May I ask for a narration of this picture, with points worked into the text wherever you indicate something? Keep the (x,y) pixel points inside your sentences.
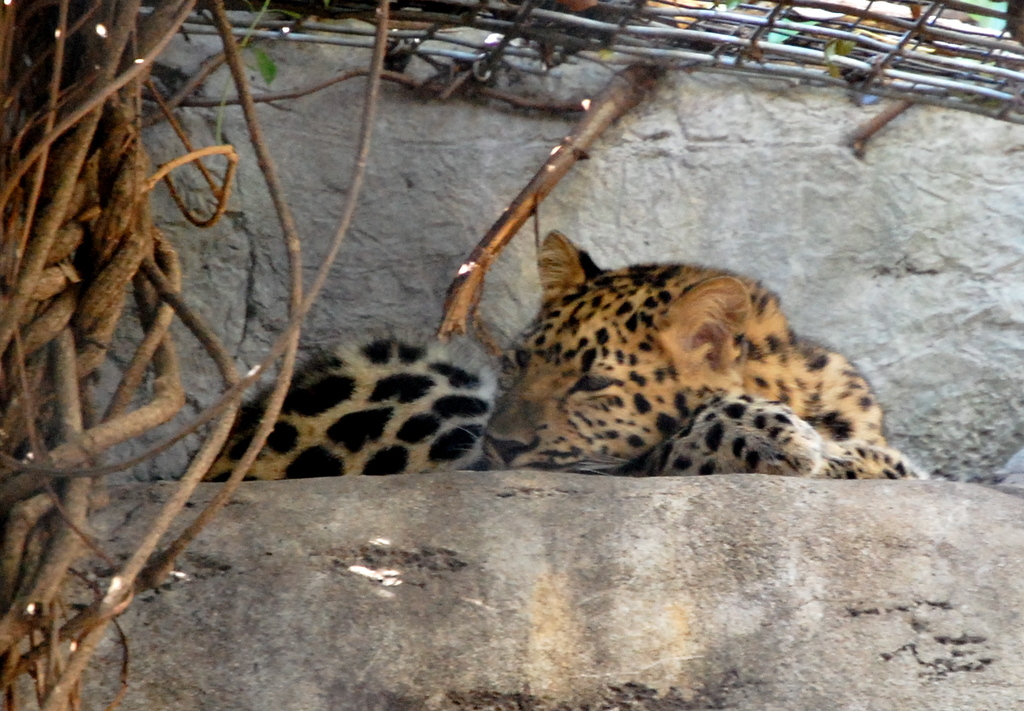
In this image we can see a leopard (448,451) sleeping on the rock (643,639). Here we can see the tree (59,301) and the wall (841,139) in the background (772,207).
